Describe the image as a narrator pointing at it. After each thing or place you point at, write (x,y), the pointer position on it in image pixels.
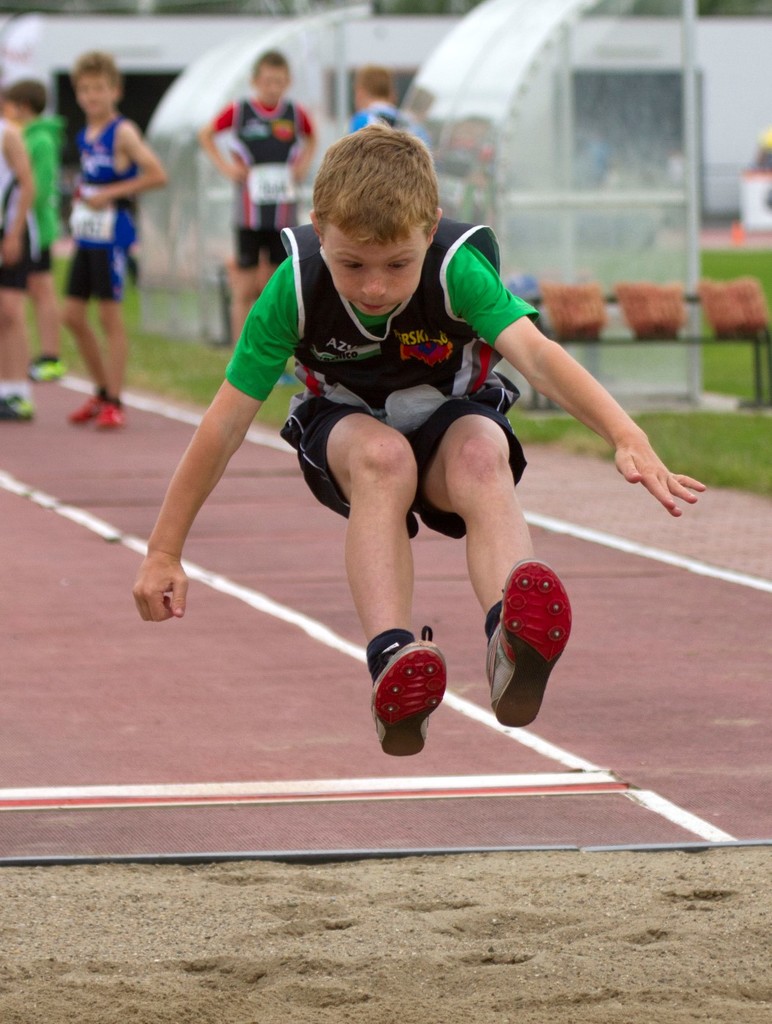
In this image, we can see kids (404,215) wearing sports dress (97,239) and one of them (364,432) is jumping. In the background (493,94), there are stands (540,249) and we can see some objects (550,283). At the bottom (219,703), there is a track (204,723) near the sand (243,873).
